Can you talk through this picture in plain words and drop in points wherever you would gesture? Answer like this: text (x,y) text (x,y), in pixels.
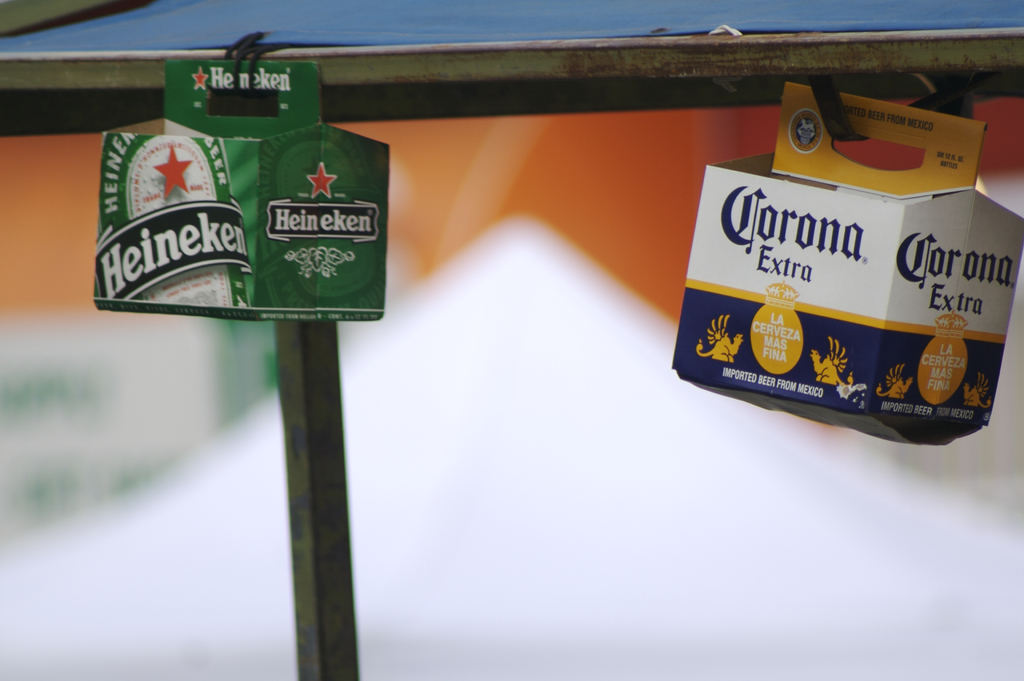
In this picture I can see there are two boxes (219,189) attached to a iron surface (66,63) here and there is a pole (334,345) here in the backdrop (312,378). The boxes (954,369) are of green and white in color.
